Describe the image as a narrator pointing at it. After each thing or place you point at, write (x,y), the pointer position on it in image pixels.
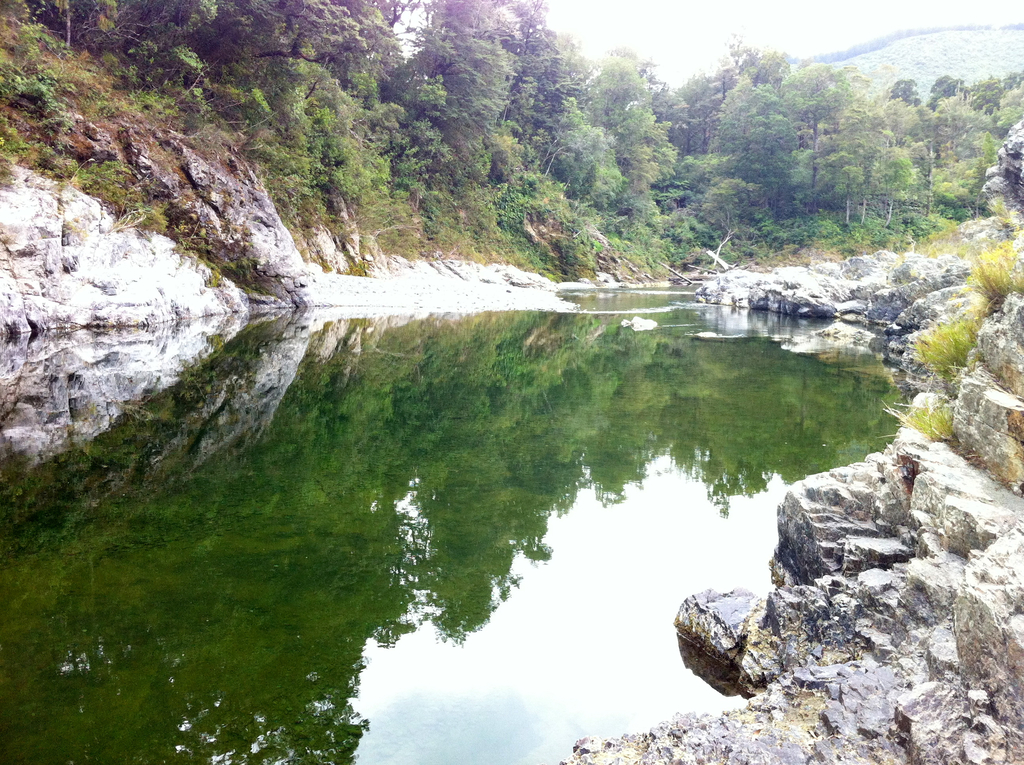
This picture shows water (677,521) and few trees (574,177) and rocks (889,342).
